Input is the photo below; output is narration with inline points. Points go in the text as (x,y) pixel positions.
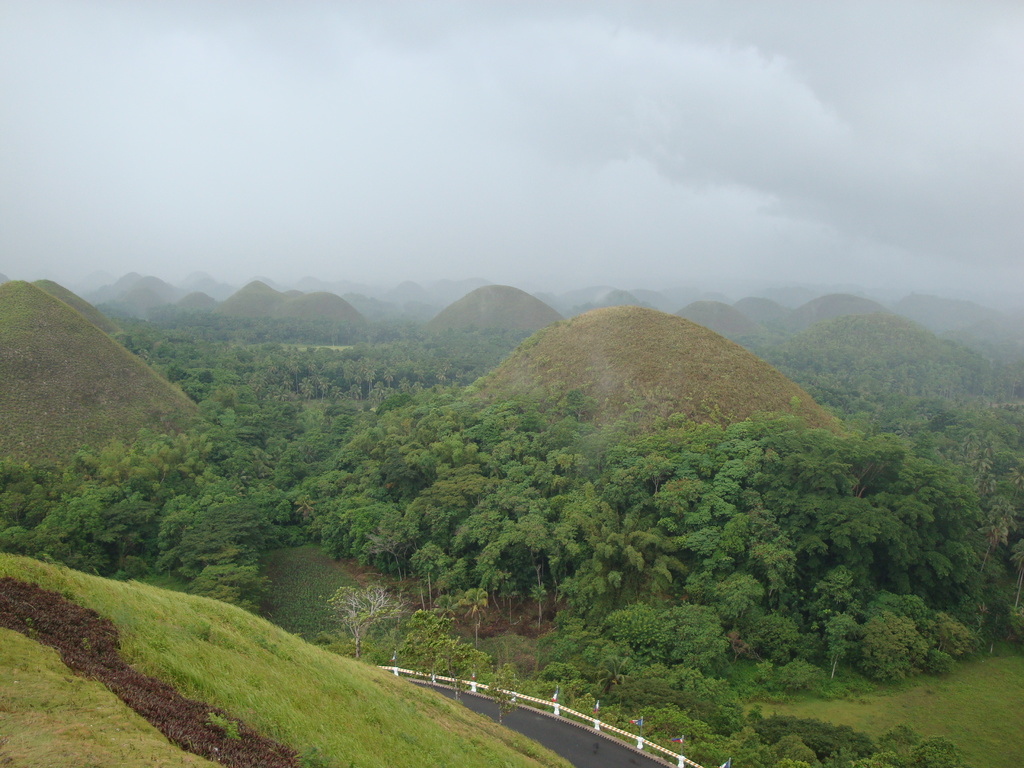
In this image, we can see some hills (580,372) and trees (897,559). We can also see some grass (1003,691) and a fence (689,767). We can also see the sky (544,166).
